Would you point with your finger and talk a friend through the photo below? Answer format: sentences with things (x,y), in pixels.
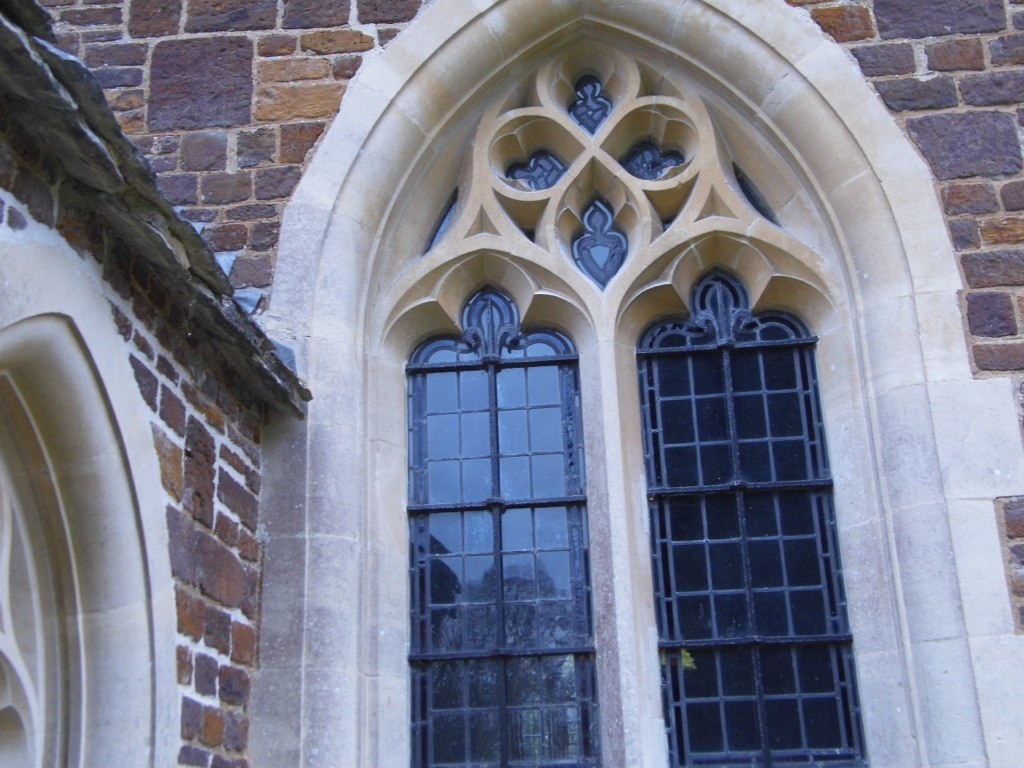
In this image we can see a building (625,360) with two windows (451,578) and we can also see an arch (647,230) with design (663,223) at the top of the windows (673,380). We can see the wall (990,54).
